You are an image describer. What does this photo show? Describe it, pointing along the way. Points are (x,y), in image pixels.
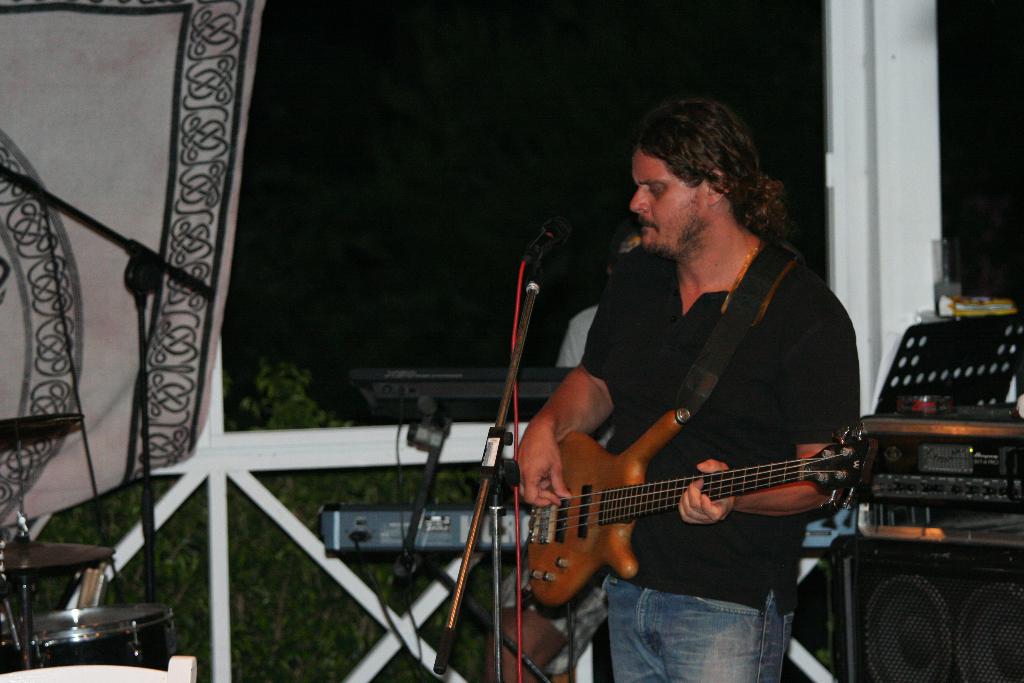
He's standing and he's playing musical instruments (538,560). We can see in the background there is a another person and number of musical instruments (442,375).
